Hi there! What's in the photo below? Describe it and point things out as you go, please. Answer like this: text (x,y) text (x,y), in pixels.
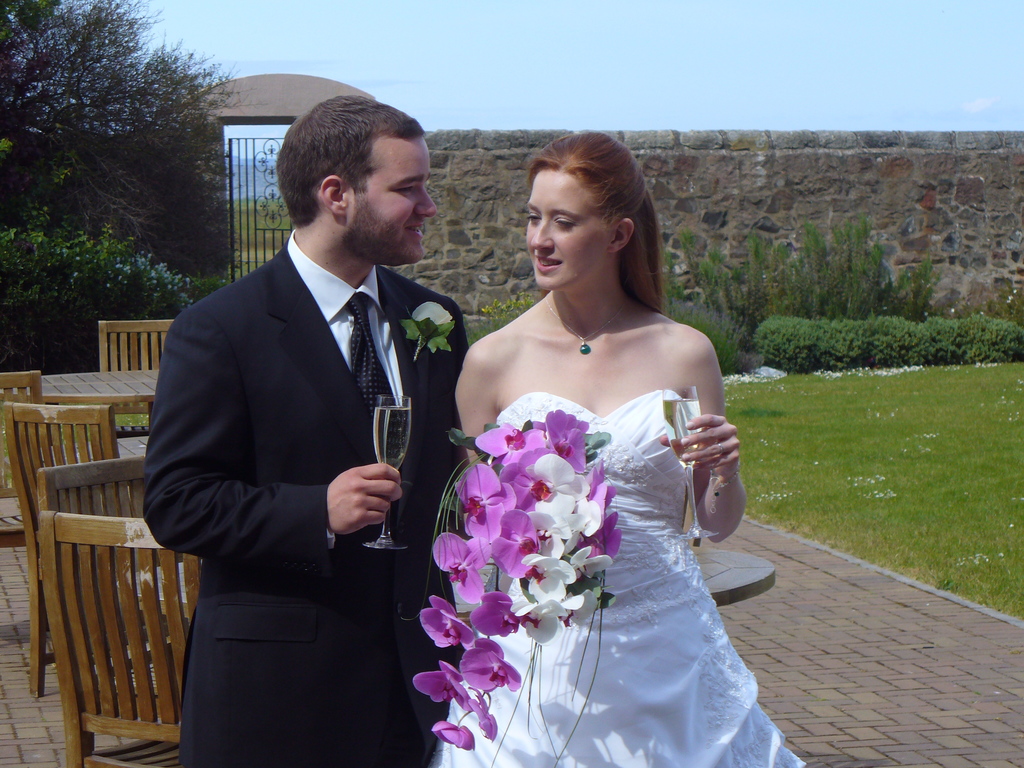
In this image I see a man (420,181) who is wearing suit (415,399) and holding a glass (404,422) and I see a woman (606,330) who is wearing white dress (748,749) and holding flowers (484,738) and a glass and I see that there is juice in both glasses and I see the green grass (749,426) and the path (1013,741). In the background (71,621) I see the chairs (58,546) and the tables (120,448) and I can also see the plants (65,334) and I see the wall (972,169) and the blue sky (214,0).
